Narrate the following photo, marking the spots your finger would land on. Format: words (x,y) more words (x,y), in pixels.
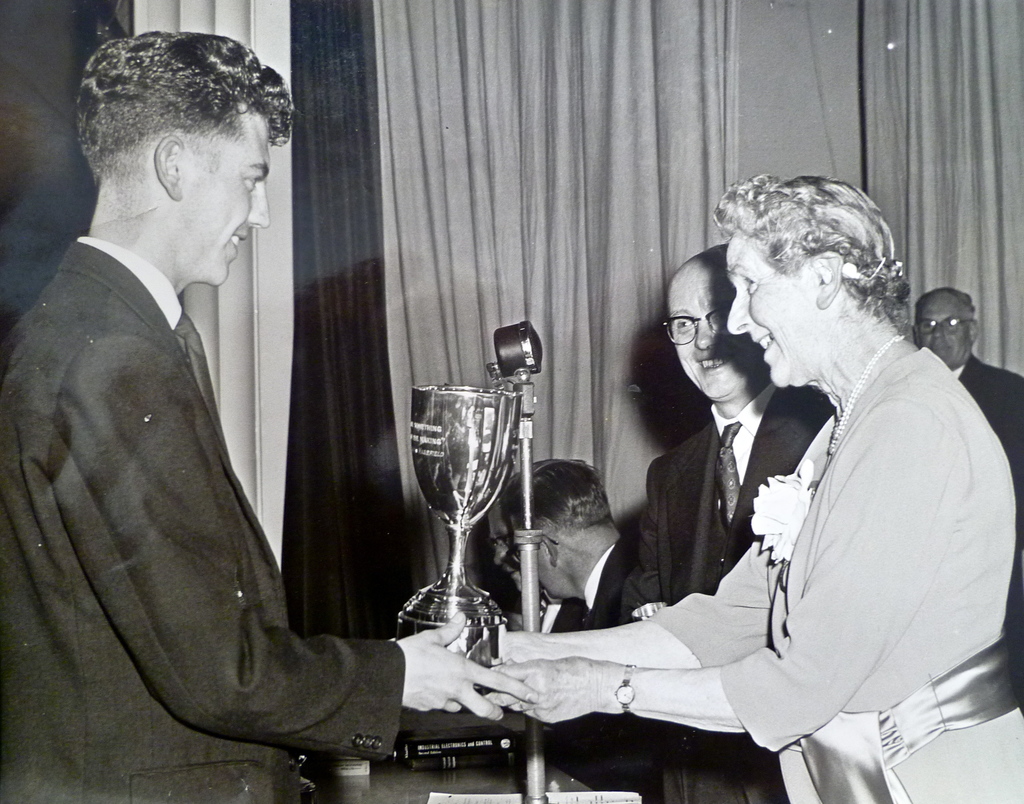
There are two persons (464,664) standing and holding a silver cup (464,534) in their hands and there are few other persons (769,403) in the background (729,430).
